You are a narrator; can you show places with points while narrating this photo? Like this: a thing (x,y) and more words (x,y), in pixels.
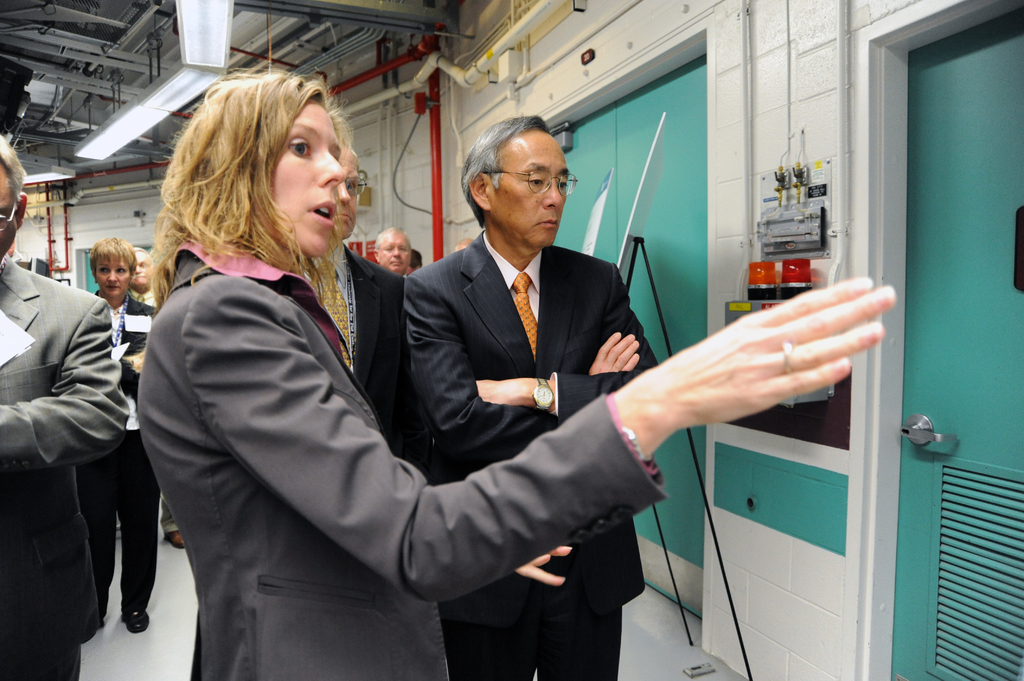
In this image there are group of persons (135,349) standing in the center (436,337). On the right side (713,201) there is a wall (715,204) and on the wall (728,203) there are objects (787,244) which are grey and red in colour and there is a door (940,362) which is green in colour and in front of the wall (446,166) there is a pipe (440,193) and there are lights (159,106) hanging.
